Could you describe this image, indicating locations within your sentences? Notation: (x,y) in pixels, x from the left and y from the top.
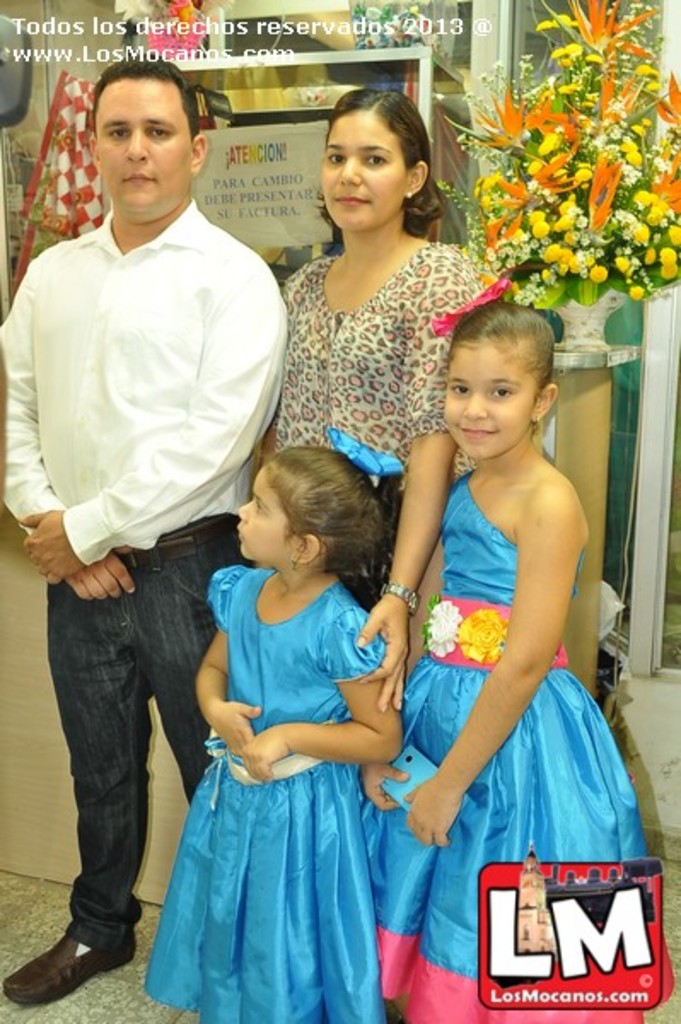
In this image there are people (221,827) standing on a floor (188,1023) behind them there is a flower vase (580,334) and few objects (262,76), at the top (45,35) there is text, on the bottom right (520,882) there is a logo (552,961).
